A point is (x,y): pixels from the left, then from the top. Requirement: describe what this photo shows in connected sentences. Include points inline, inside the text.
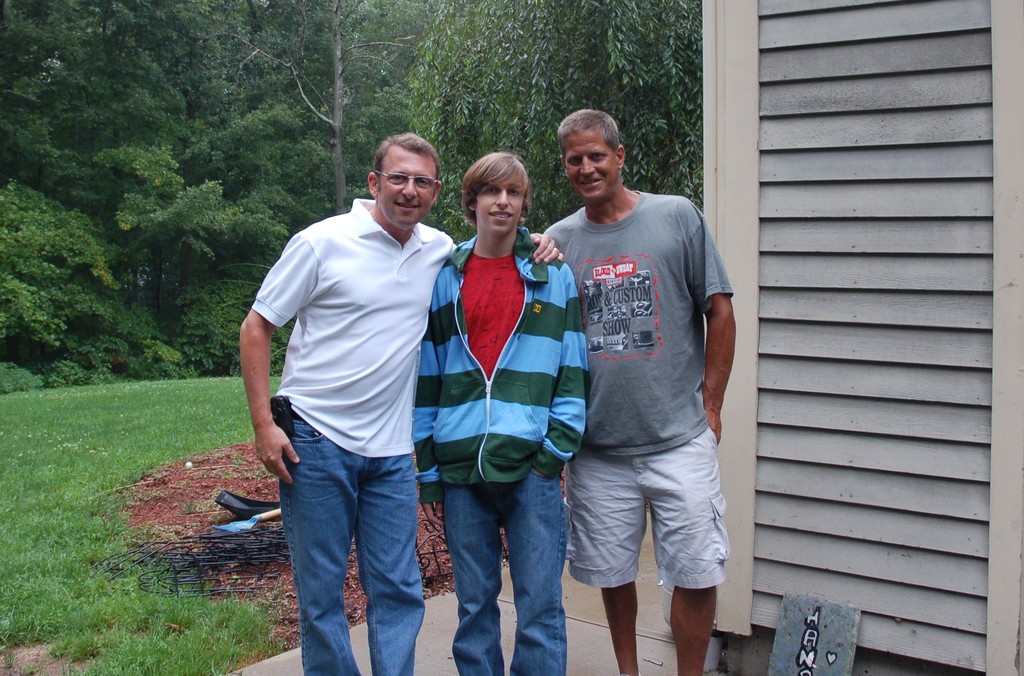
This image consists of three men (557,519). In the middle (452,383), the man (481,406) is wearing a jacket (467,407). On the left (79,560), we can see green grass (104,564) on the ground (188,468). In the background (389,92), there are many trees (437,71). On the right (806,236), it looks like a small cabin (870,569). At the bottom (364,660), there is a floor (570,673).
